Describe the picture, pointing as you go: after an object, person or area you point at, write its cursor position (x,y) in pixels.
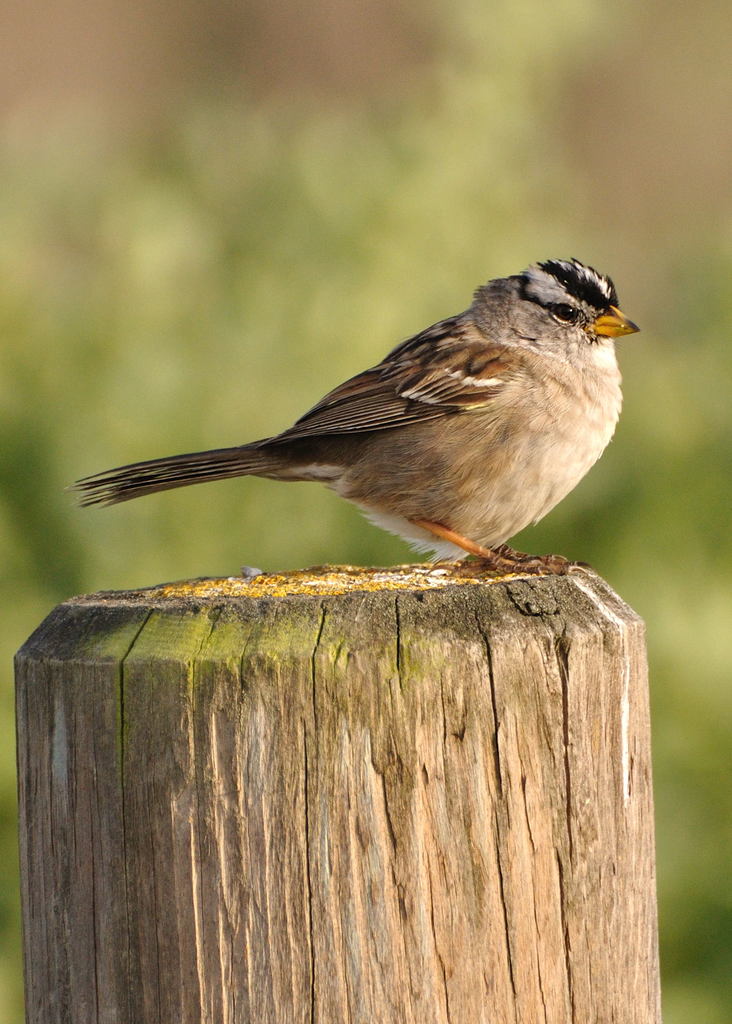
This image consists of a bird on a wooden stick (279,801). The background (726,521) is green in color and it is blurred.
